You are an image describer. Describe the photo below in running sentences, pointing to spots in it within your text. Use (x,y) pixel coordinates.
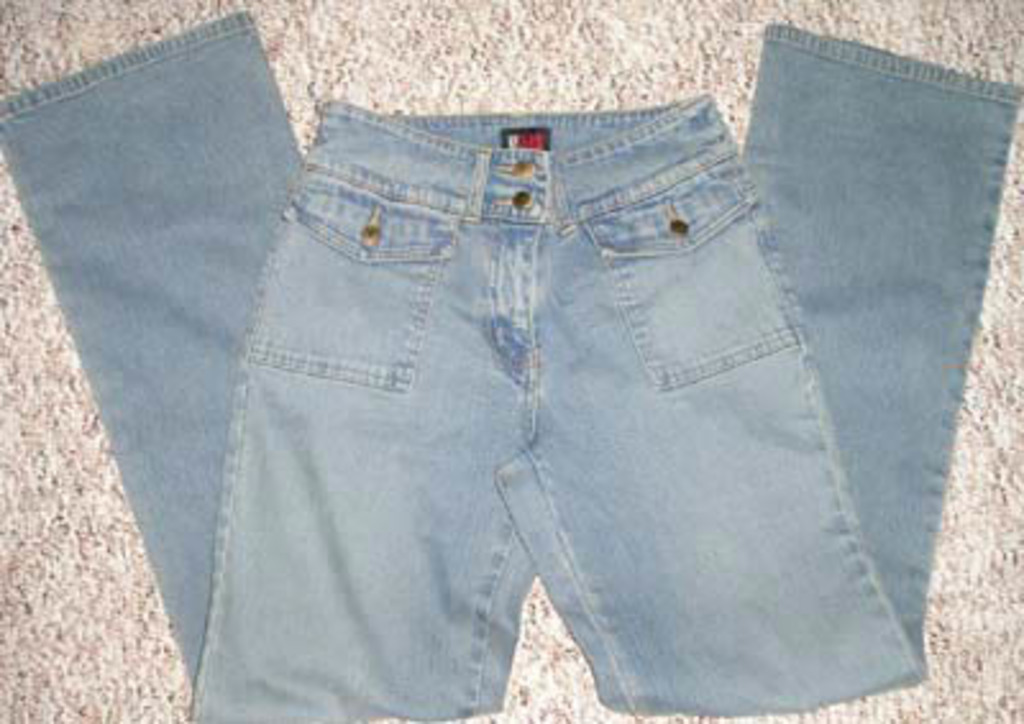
In this image in the center (636,403) there is a jeans pant (351,341), and in the background (344,8) it looks like a floor (112,682).
